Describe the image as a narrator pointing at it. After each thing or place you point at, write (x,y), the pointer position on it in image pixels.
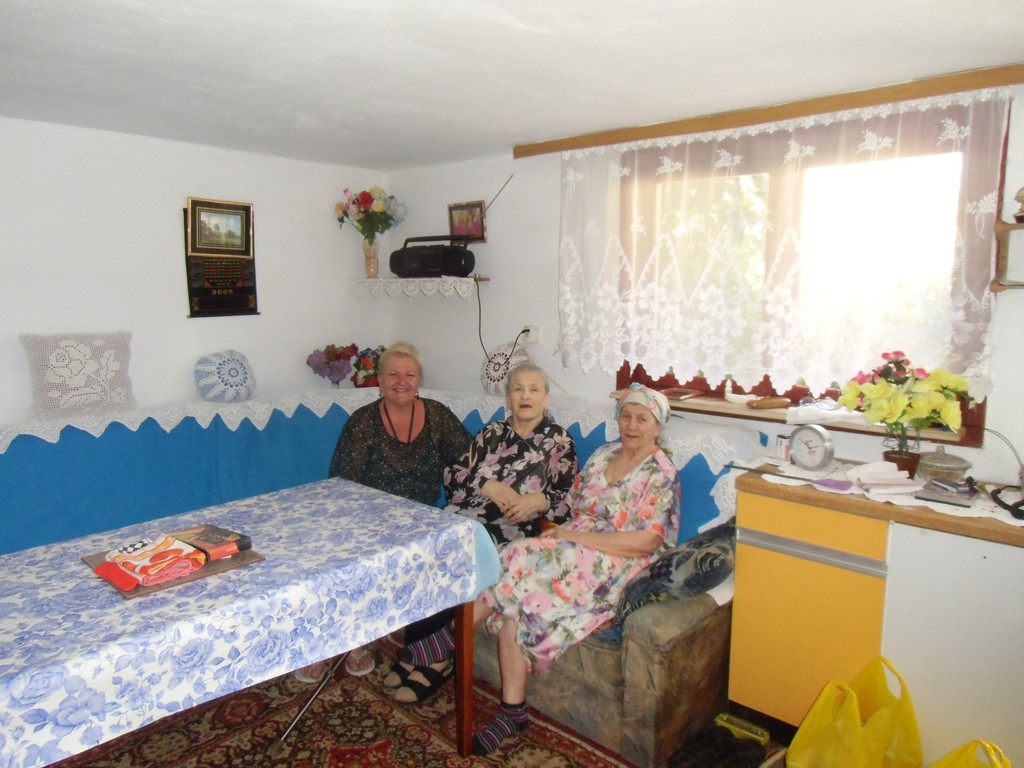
In the picture we can see three women (610,459) sitting on sofa (711,478) near a table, the table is covered with tablecloth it is designed with flowers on it we can see a cloth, in the background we can see a wall (55,278), window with curtain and just beside it there is a table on the table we can see flower vase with flowers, a clock (819,464), papers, and some bowl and we can also see a tape recorder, photo frame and a switch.
